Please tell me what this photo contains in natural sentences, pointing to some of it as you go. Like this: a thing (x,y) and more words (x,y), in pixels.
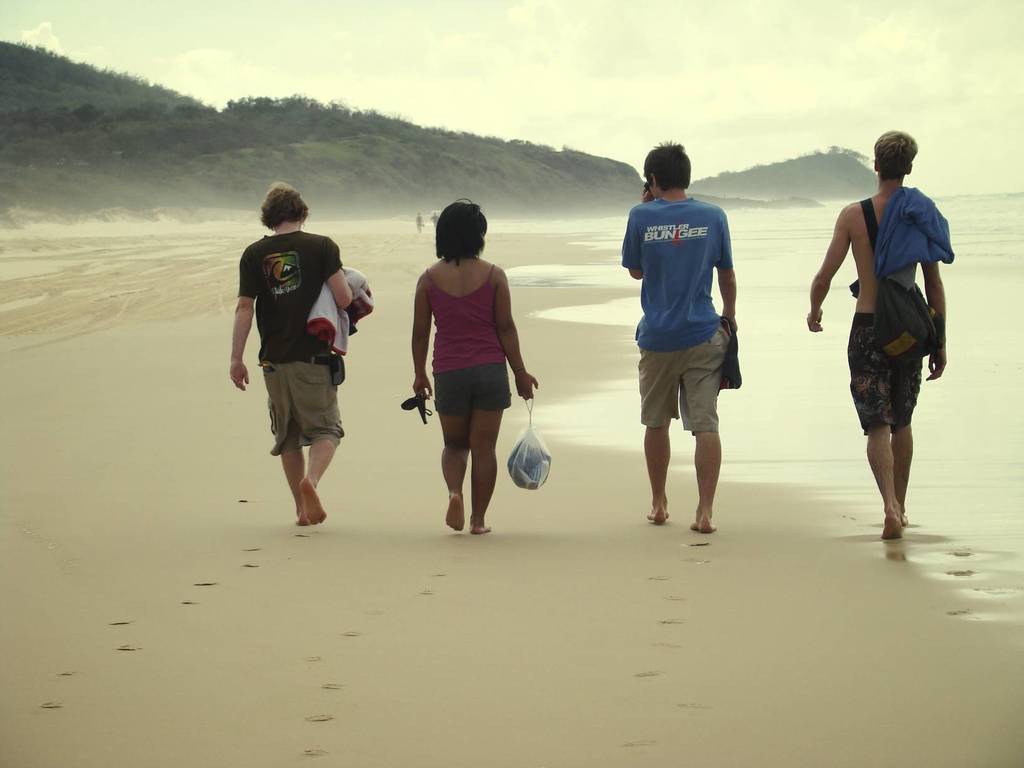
In this image there are four persons (687,318) walking, there are persons (301,388) holding objects (327,304), there is a sea (966,397) towards the right of the image (983,209), there are mountains (639,177), there are trees (138,115) on the mountains (184,112), there is sand (140,318), there is the sky (453,59).
